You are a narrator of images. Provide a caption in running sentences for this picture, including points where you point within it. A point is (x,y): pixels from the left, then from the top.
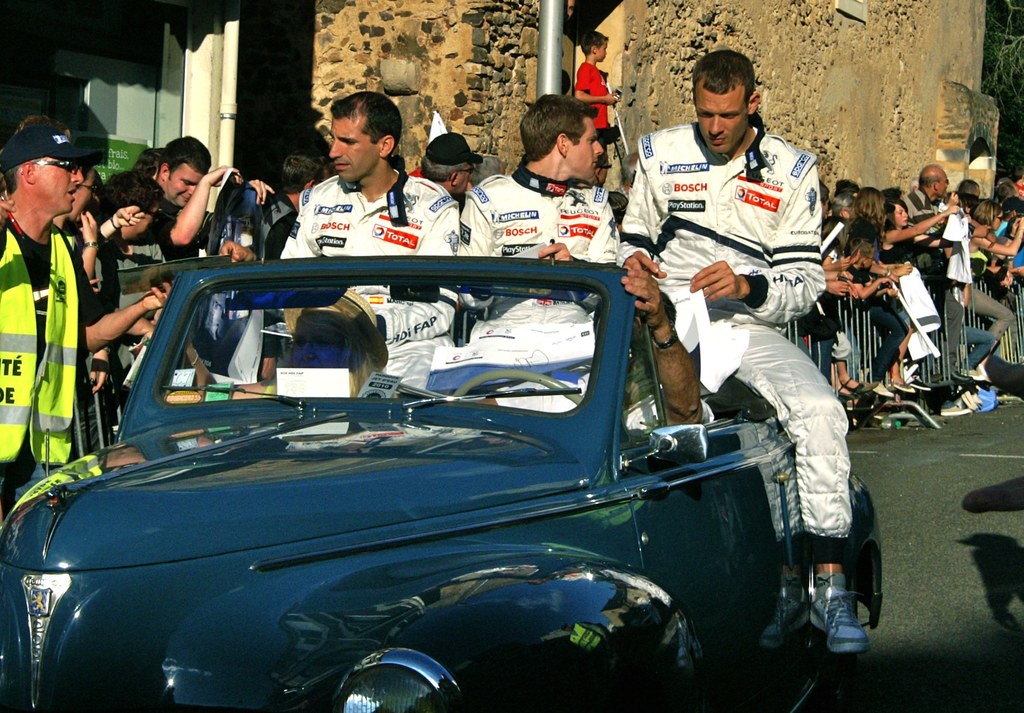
In this image i can see a car (448,569) on which there are few people (673,267) sitting. In the background (997,272) i can see few people (203,254) standing on the sidewalk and the wall (868,79).
